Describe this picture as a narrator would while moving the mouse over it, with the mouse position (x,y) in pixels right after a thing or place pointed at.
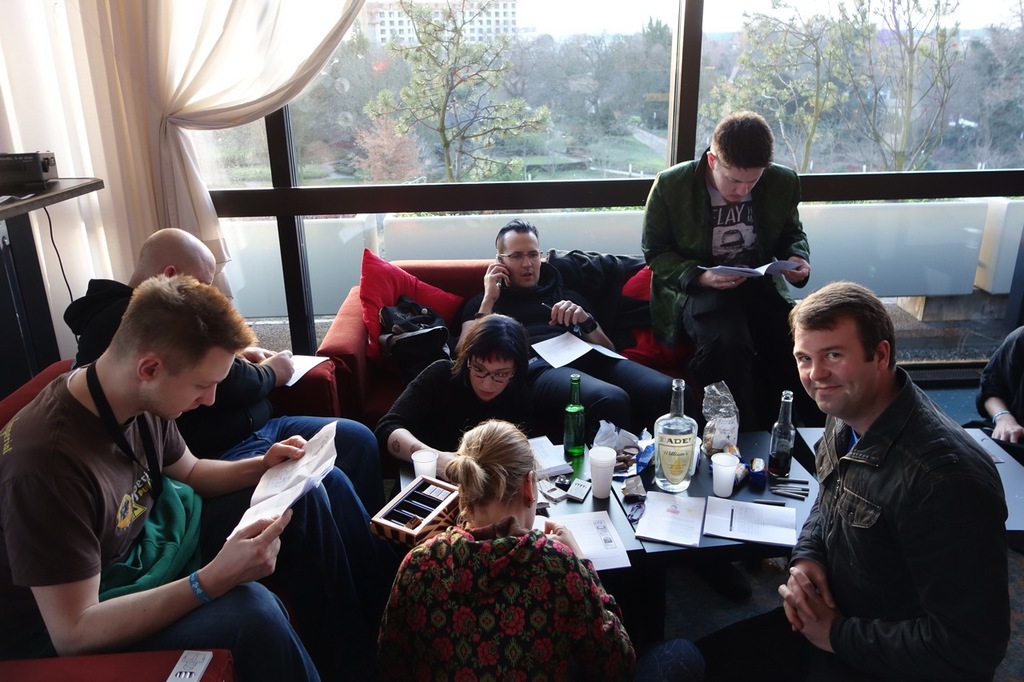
Every person (469,300) is sitting. On this table (630,526) there are bottles (693,427), paper (758,519), cup (604,475) and box (455,506). Outside of this window (493,63) we can able to see buildings (487,20), trees (461,90) and grass (637,147).
